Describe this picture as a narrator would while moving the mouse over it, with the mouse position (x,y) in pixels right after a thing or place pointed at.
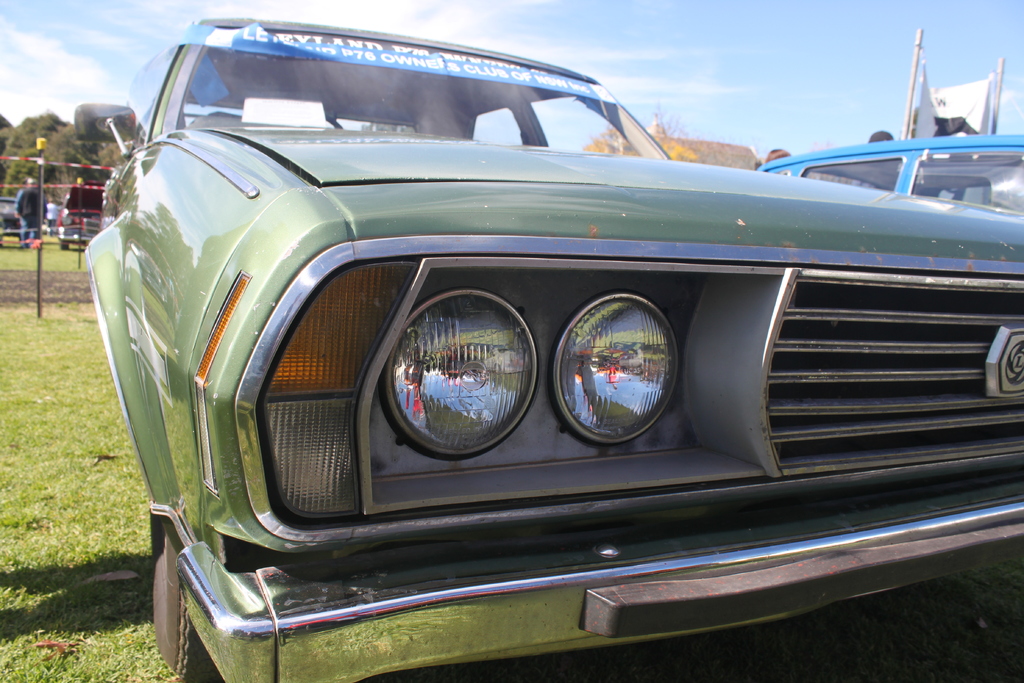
In this image we can see sky (125,50) with clouds (146,47), trees (85,150), poles (39,184), persons (51,214) and motor vehicles (363,383) on the ground (105,513).
